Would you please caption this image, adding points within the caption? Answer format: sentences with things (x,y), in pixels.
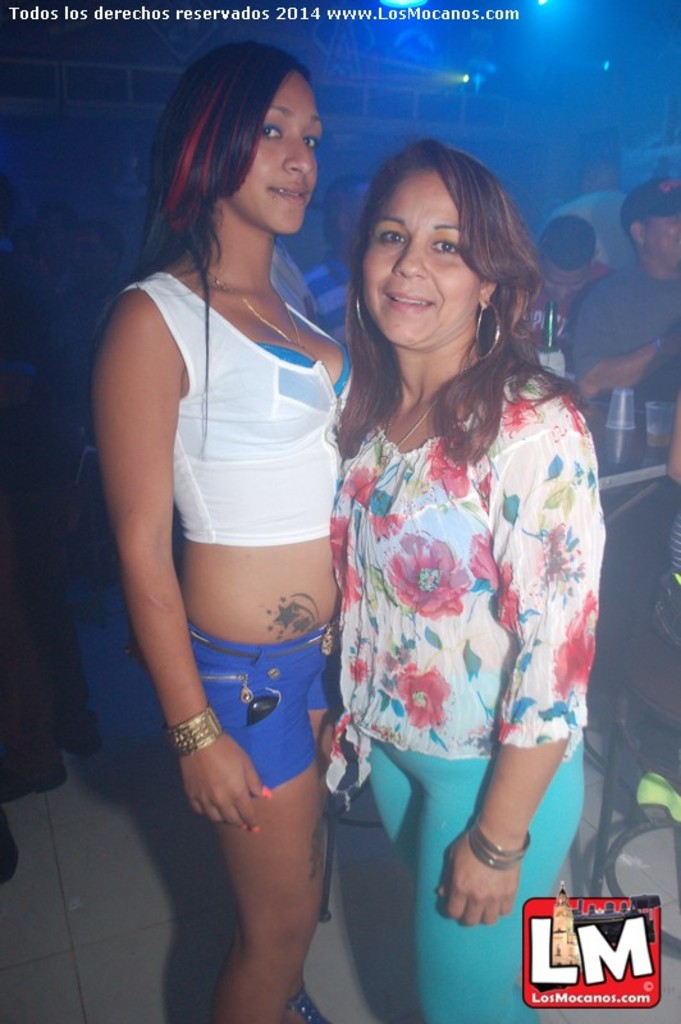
There are two women (340,559) standing and smiling. This looks like a table (618,458) with a bottle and glasses (630,423) on it. In the background (568,244), I can see few people (554,219) standing. This looks like a stool (599,872). I can see the watermarks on the image.
